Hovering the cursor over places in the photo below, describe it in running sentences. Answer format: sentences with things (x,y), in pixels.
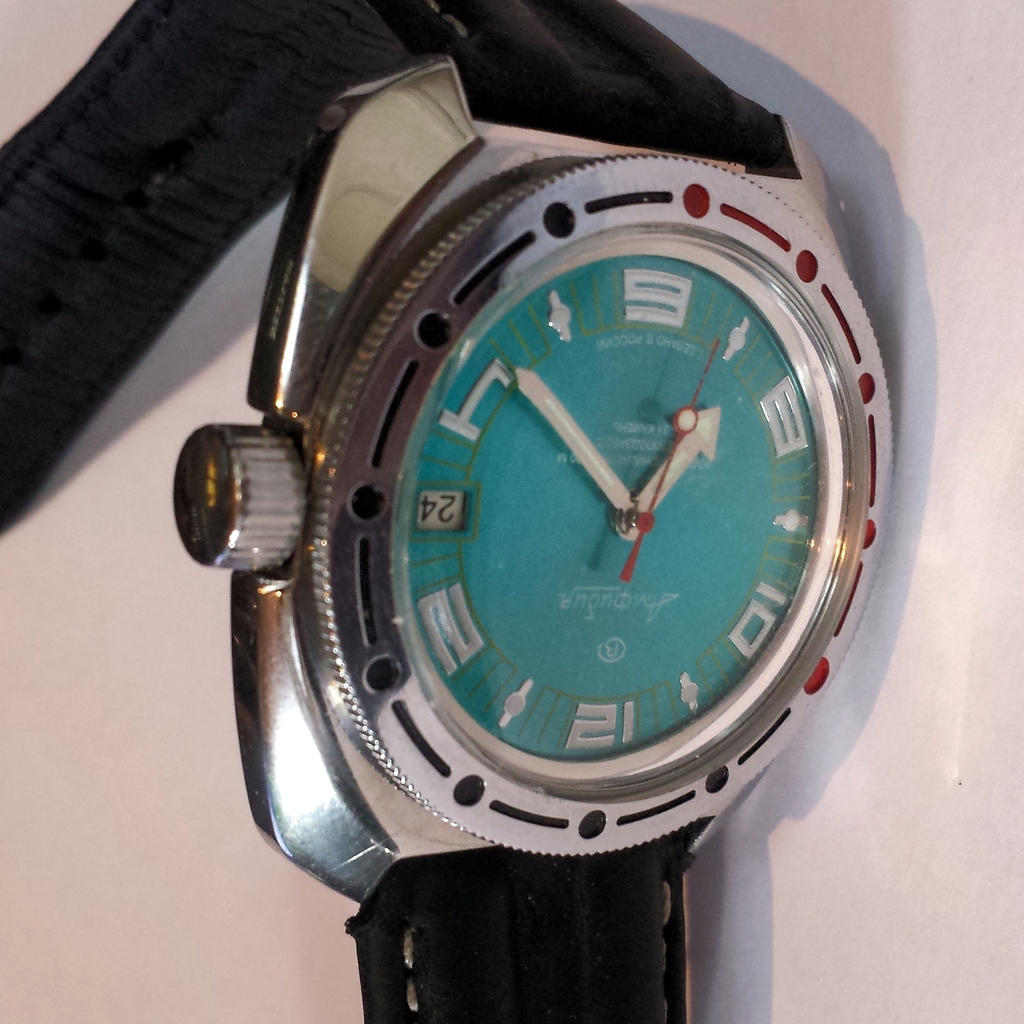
In this picture there is a watch (336,536) in the front (498,485).
